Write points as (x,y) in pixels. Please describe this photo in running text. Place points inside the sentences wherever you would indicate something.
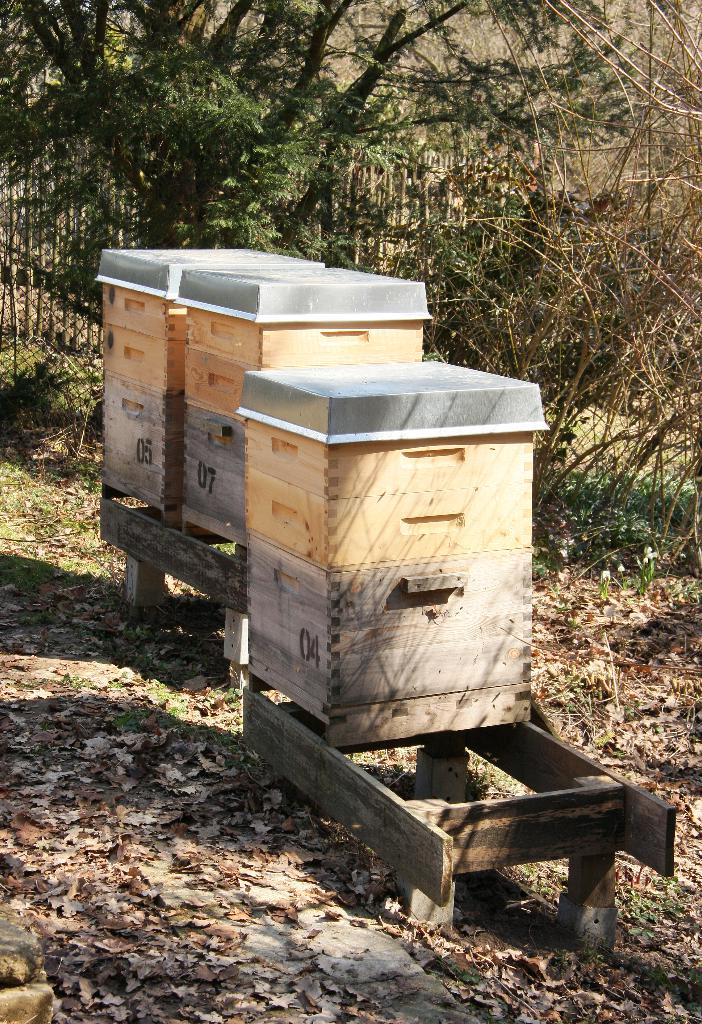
Here there are wooden containers (358,521), these are trees (324,99).
